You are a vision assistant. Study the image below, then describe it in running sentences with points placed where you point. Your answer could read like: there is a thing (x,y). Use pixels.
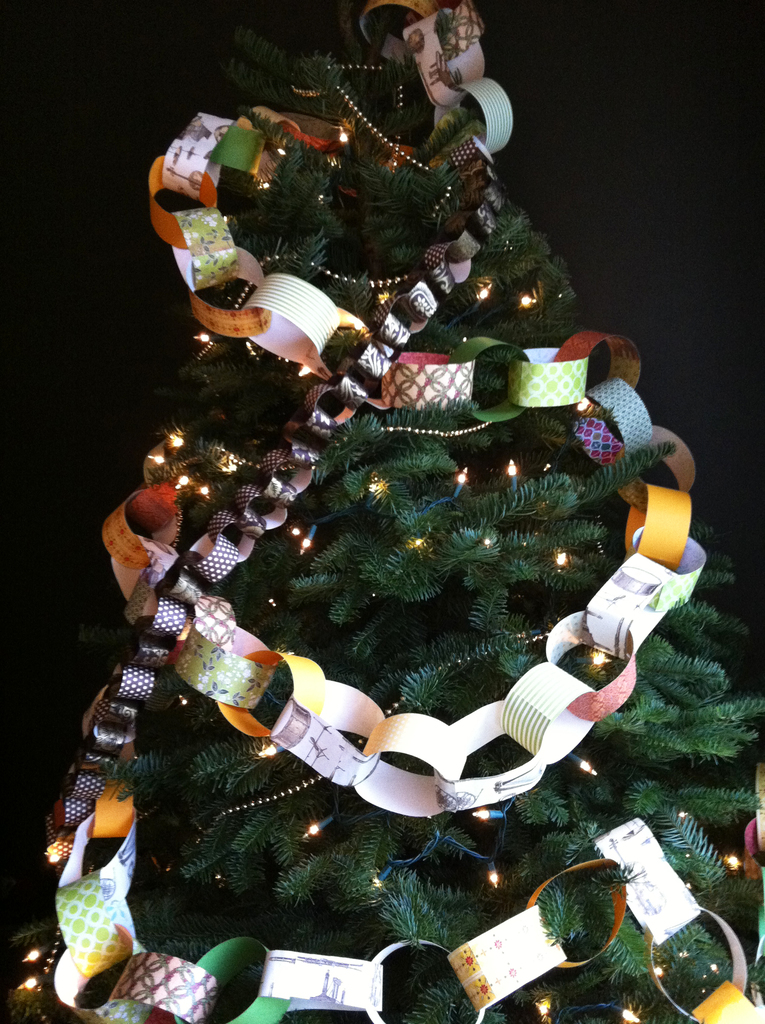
In this image in the center (392,505) there is a tree (327,862) and some lights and decorations (238,152), and there is black background (114,91).
